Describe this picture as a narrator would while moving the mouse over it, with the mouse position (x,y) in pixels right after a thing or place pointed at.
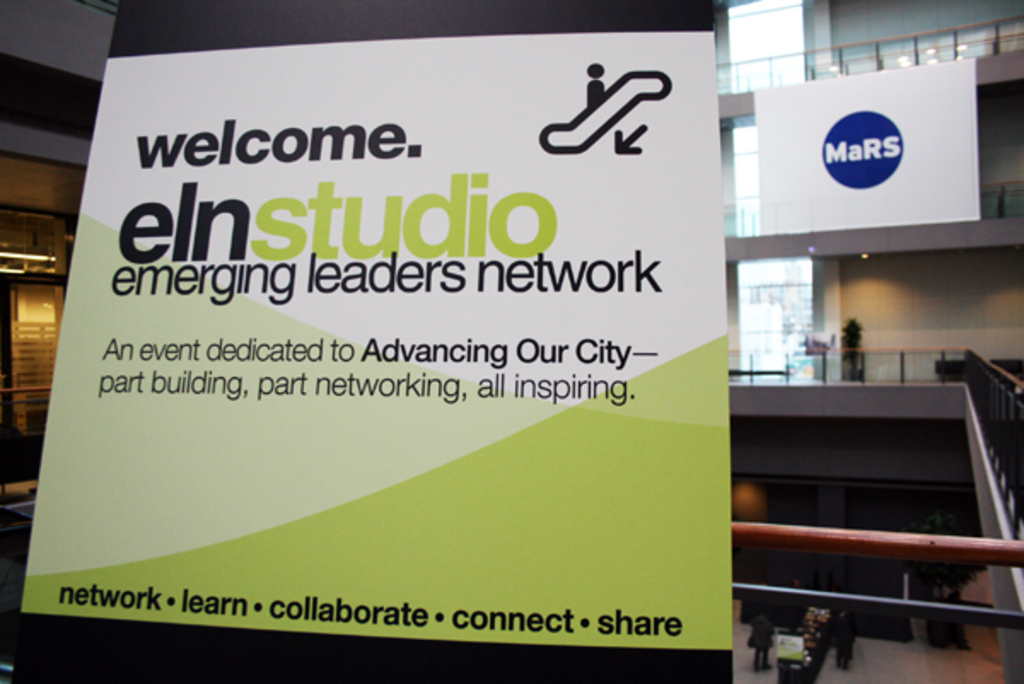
In this picture, This building (844,289) looks like a shopping complex (822,245) and there is a flex (212,50) and there is something written on it and also i can see two people (840,617) standing on the floor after that a light (930,51), a artificial tree (843,337) and few more lights (900,62) and windows (782,21) which is covered with glass (787,63).
